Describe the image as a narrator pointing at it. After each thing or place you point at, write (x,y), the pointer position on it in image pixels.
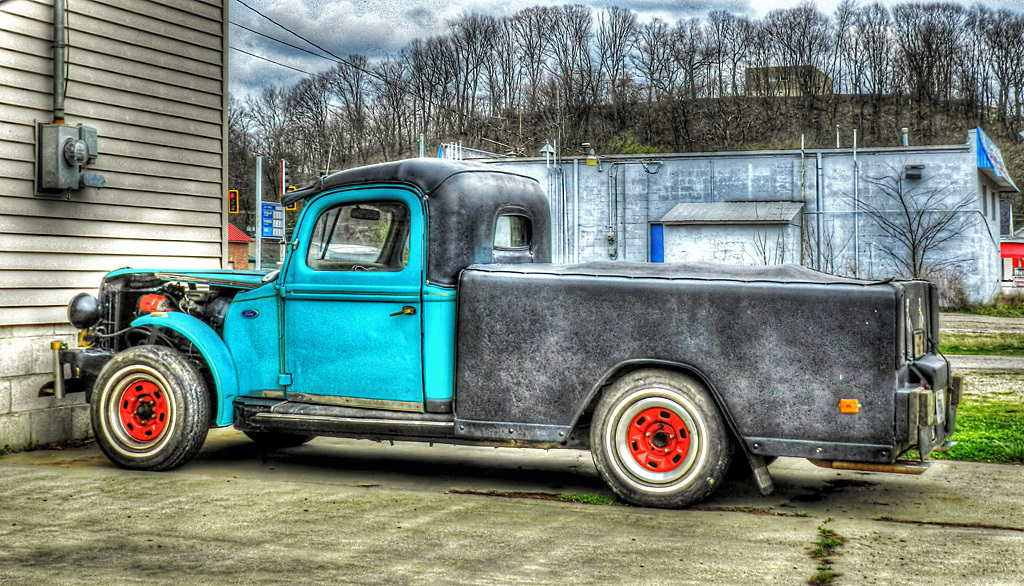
In this image I can see the vehicle (236,327) in blue and gray color. In the background (718,204) I can see the building (548,170) in white color, few dried trees (482,57) and the sky (363,16) is in white color and I can also see few traffic signals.
